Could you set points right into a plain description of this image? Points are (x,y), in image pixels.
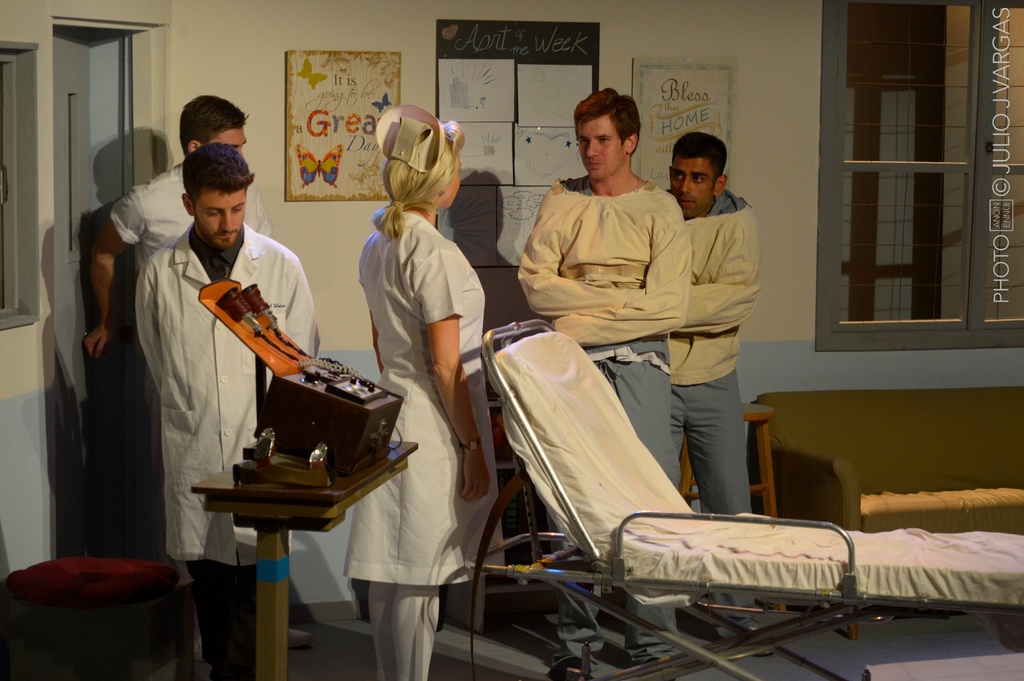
There is a bed (582,524). Near to that some people (253,256) are standing. There is a stand (298,511). On that there is a electronic machine (321,398). In the background (232,55) there is a wall (245,48). On the wall (258,55) there are some frames (646,72). Also there is a board (496,58) with something (509,86) pasted on that. Also there is a window (871,148) and a door (89,182). On the right side (884,441) there is a sofa (861,432) and a stool (753,419). On the left side (66,563) there is a stool (152,612) with a pillow (108,588).
